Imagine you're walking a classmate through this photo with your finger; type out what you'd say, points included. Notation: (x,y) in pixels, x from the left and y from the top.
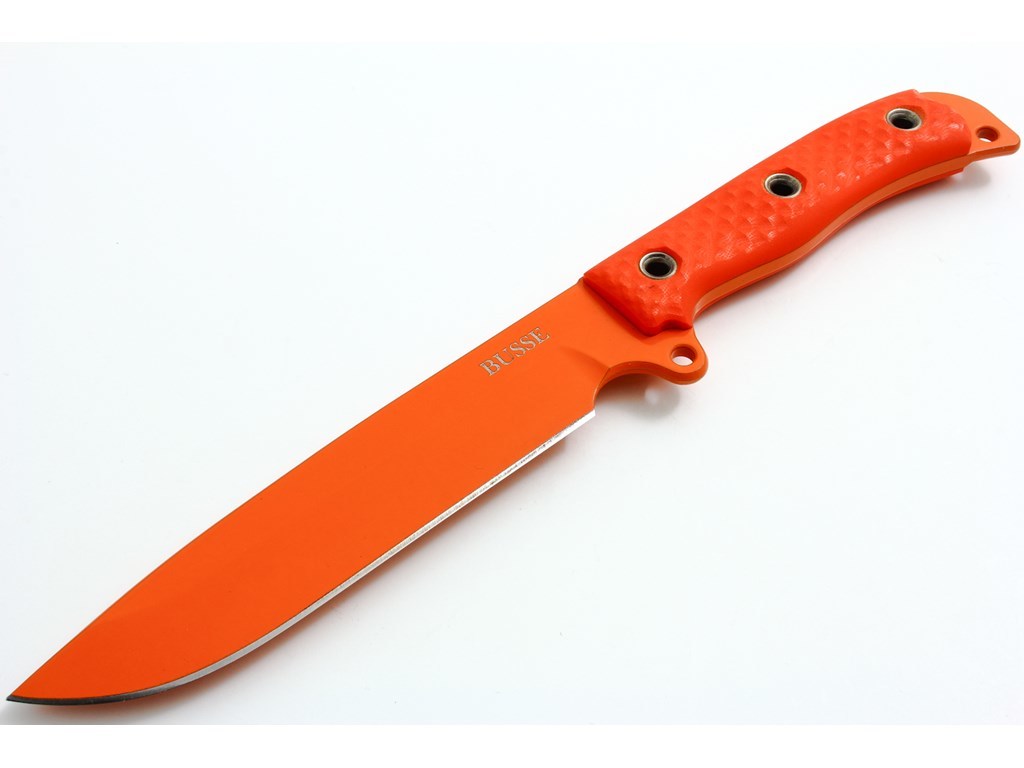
This picture contains a knife (468,467). It is in orange color. Both the handle (719,206) and the blade (387,444) of the knife (246,560) is in orange color. In the background (659,511), it is white in color.
